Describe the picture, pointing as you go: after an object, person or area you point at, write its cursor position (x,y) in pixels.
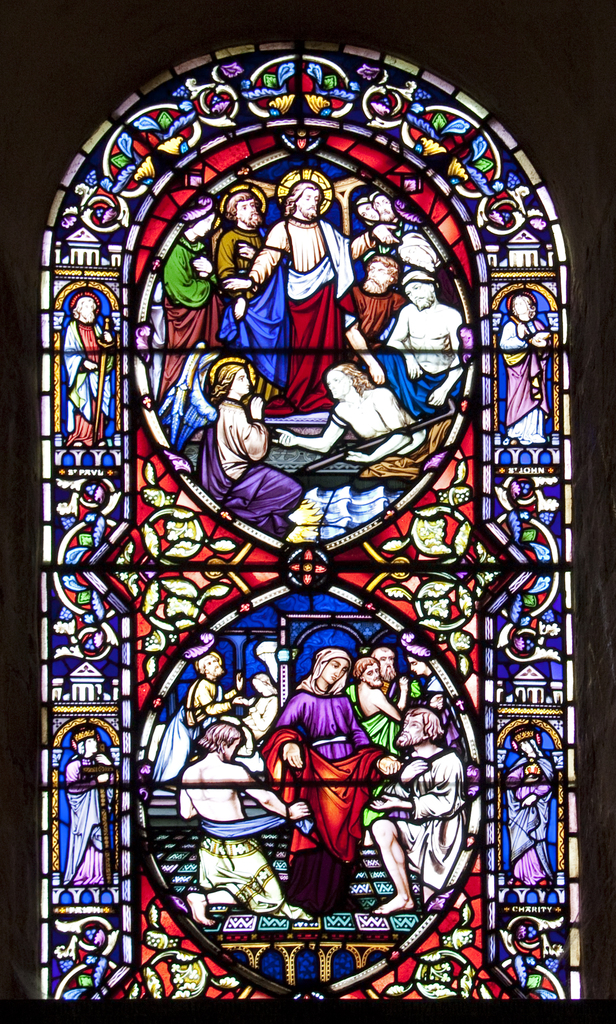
In this image I can see there is a window (348,310) and it has a stained glass (201,230) attached to it.
